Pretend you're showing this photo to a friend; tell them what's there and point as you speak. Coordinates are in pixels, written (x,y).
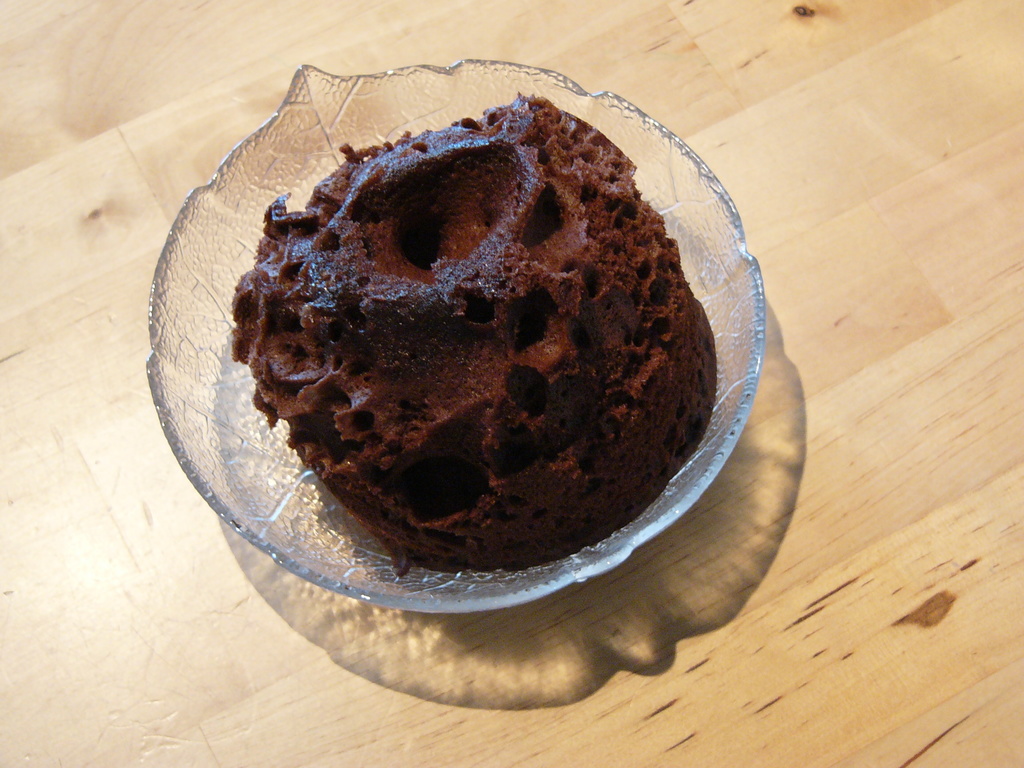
In this picture we can see a food item (355,359) in a glass bowl (180,301). This glass bowl (207,460) is on a wooden surface (799,5).
